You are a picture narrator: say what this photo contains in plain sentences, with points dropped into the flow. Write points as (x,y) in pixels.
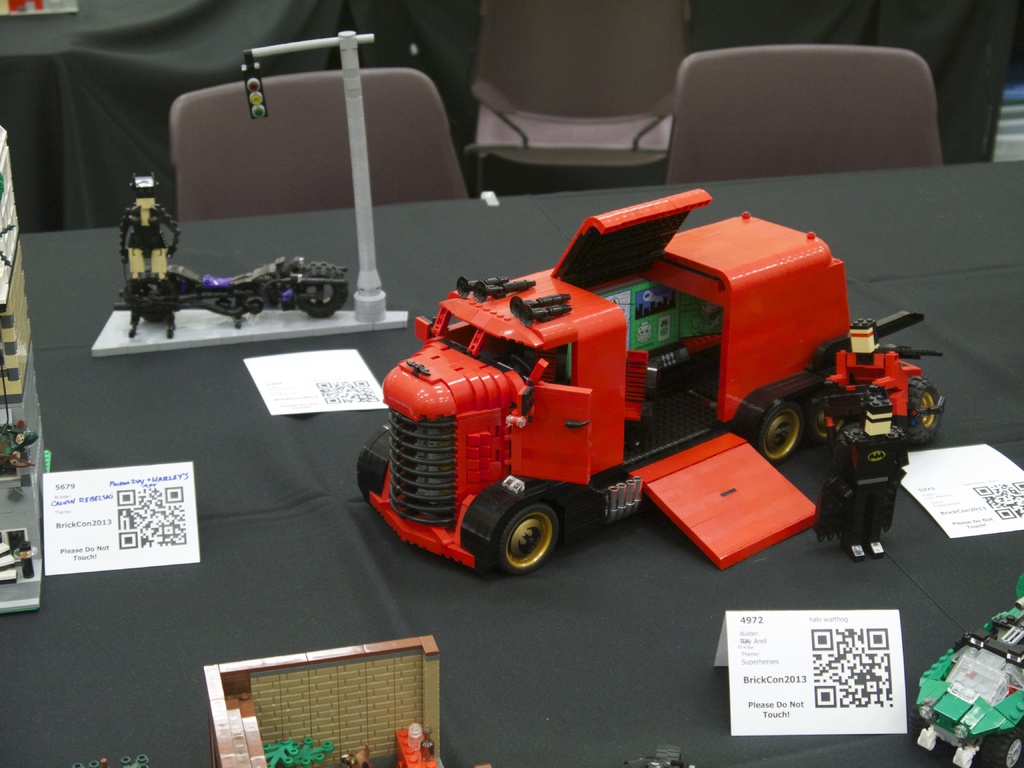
In the image there is a table (386,220) with black cloth (1014,189). On the cloth (98,260) there are many toys (709,389). And also there are papers (130,485) with barcodes (815,645) and something is written on it. Behind the table (401,242) there are chairs (338,182). Behind the chair (338,182) there is a black cloth (47,14).
